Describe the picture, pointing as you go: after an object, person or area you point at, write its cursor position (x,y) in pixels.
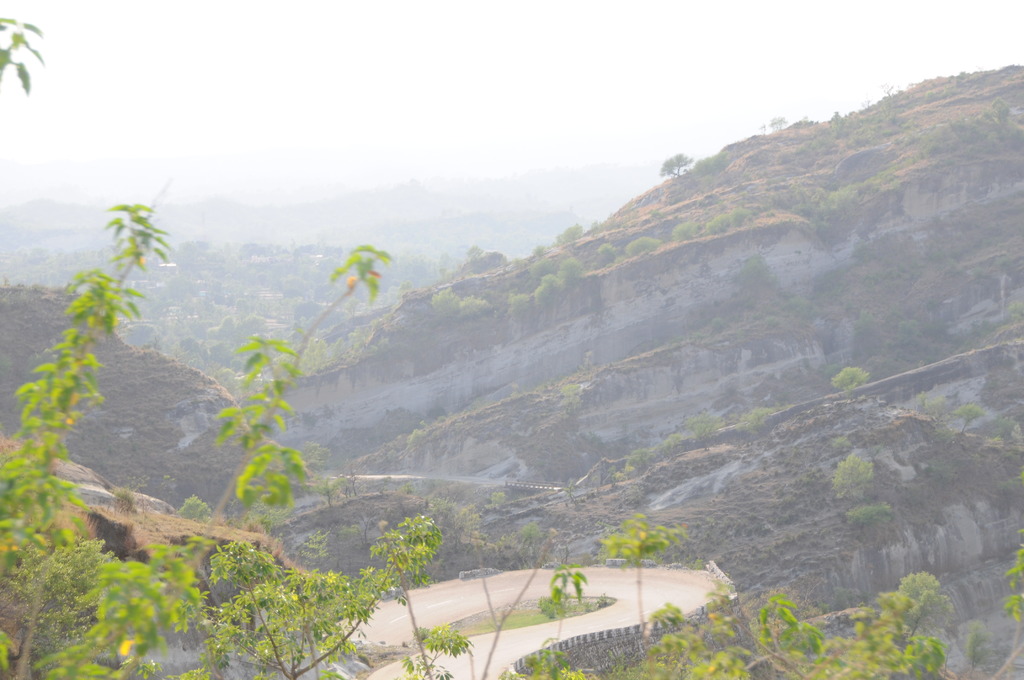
In this image I can see few plants (219,622) and trees (352,289) in green color. In the background (457,181) I can see the mountains (613,188) and the sky (436,68) is in white color.
